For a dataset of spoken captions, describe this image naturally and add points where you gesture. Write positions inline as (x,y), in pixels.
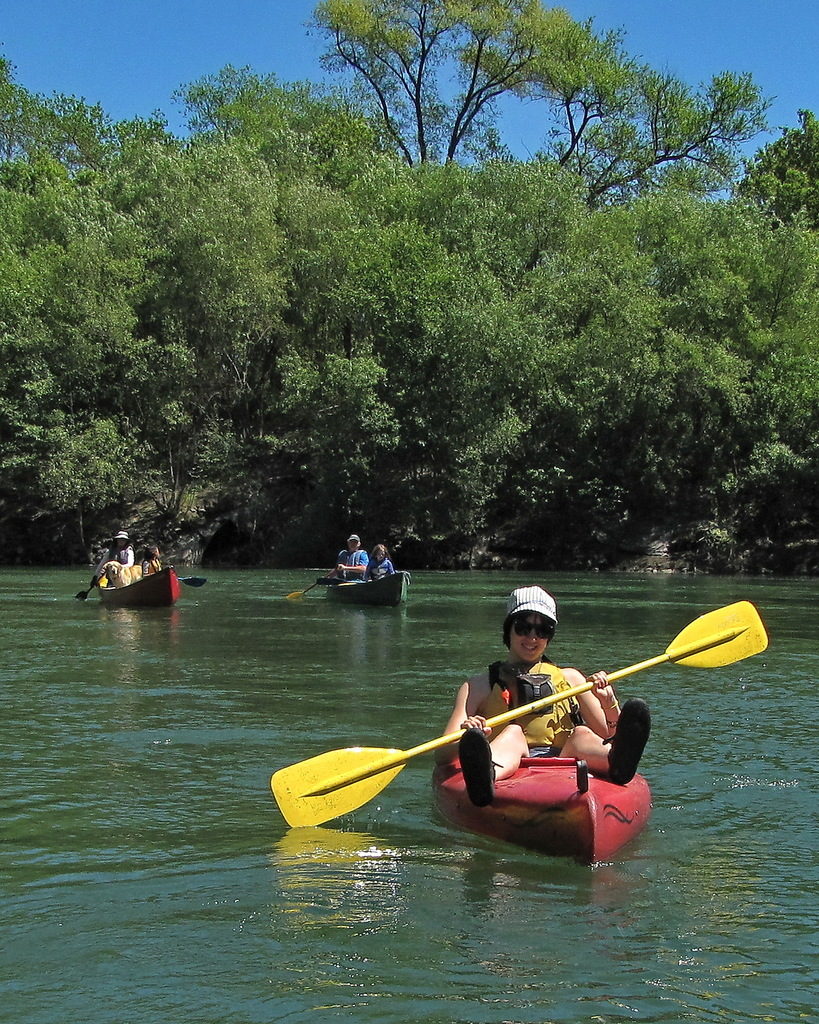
In this image we can boats (607,838) on the surface of water (399,914). We can see people (526,731) on the boats (531,778). In the middle of the image (430,407), we can see the trees (345,382). At the top of the image (154,56), we can see the sky (763,75).
